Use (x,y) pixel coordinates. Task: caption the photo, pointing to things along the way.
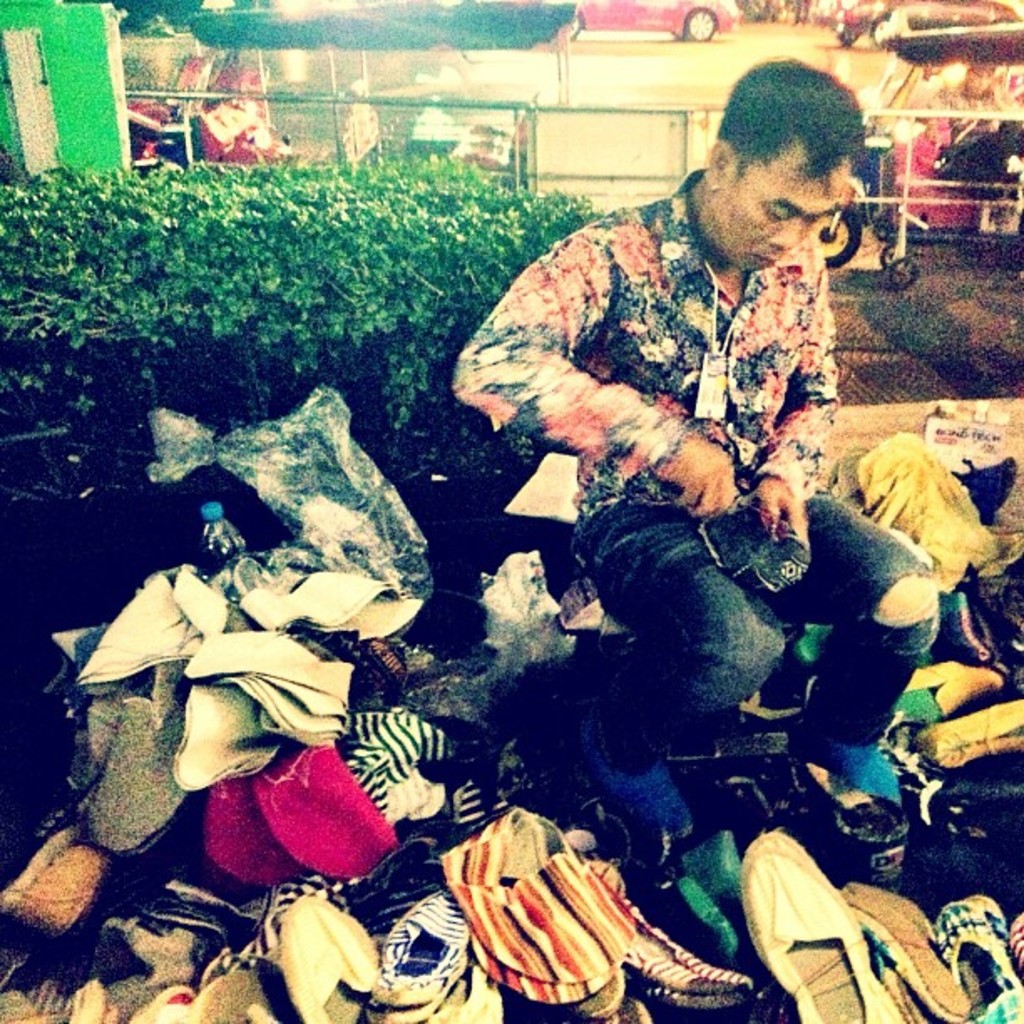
In this picture we can see a man (692,594) holding an object (742,523) with his hands (713,509) and in front of him we can see footwear (489,990), clothes (376,832), bottle (249,568) and in the background (515,145) we can see plants (315,174), fence (217,114), vehicles (603,17) and some objects (963,157).
